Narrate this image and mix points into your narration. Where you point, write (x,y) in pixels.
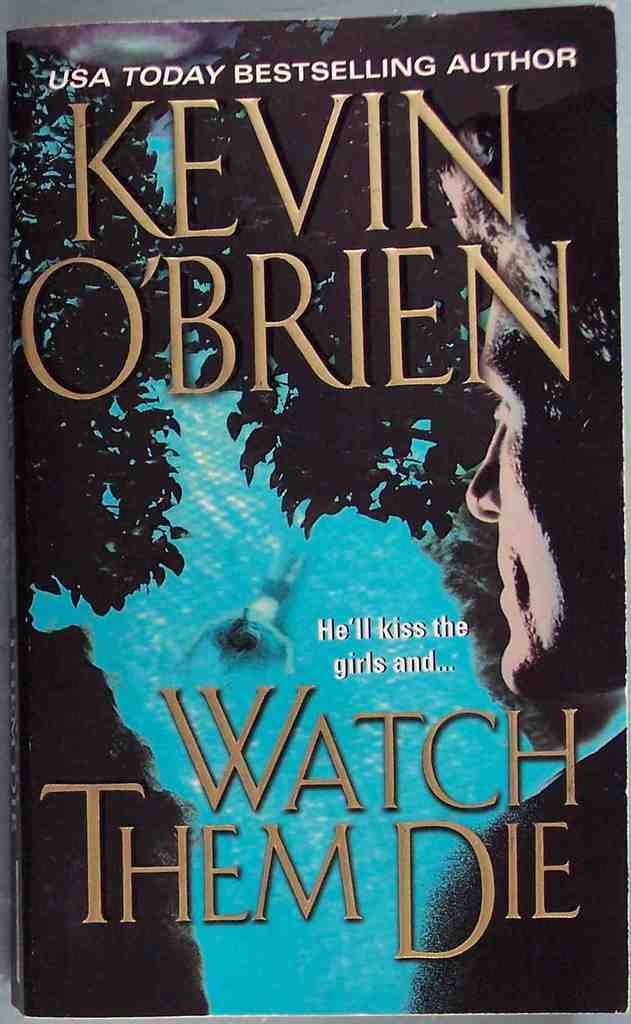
In this image we can see a book cover (599,29) which consists of some text (244,777) and images (553,479) on it.
